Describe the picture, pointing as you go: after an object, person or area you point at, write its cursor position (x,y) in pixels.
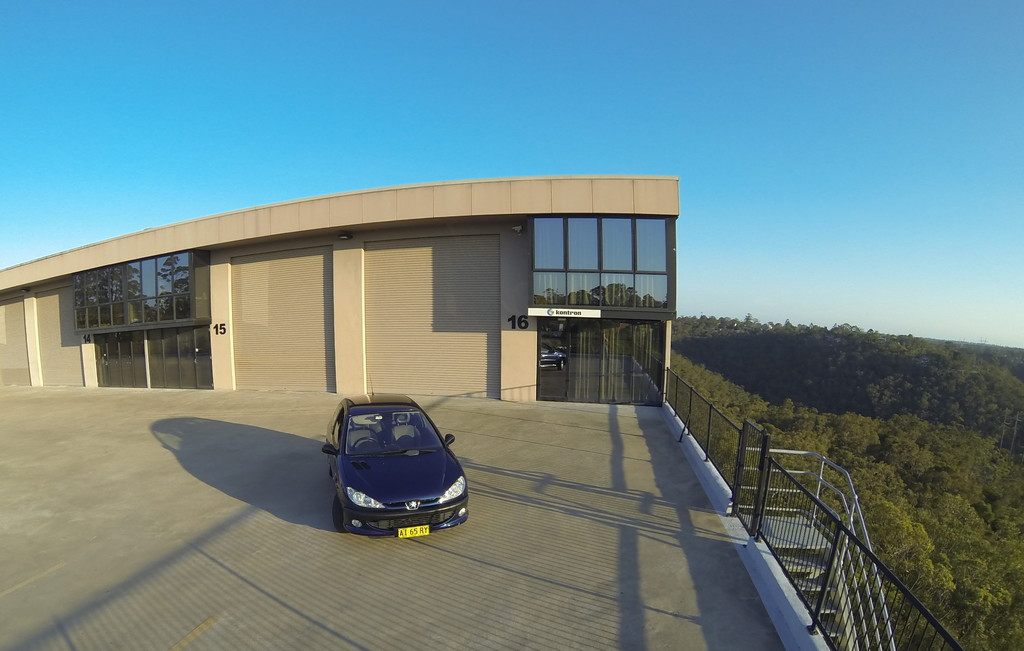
In this image we can see a car (392,501) on a surface (498,506). Behind the car (412,534) we can see a building (373,262). On the right side of the image (911,523) we can see a group of trees (861,484) and a staircase (843,612). At the top (594,100) we can see the clear sky (520,142).
